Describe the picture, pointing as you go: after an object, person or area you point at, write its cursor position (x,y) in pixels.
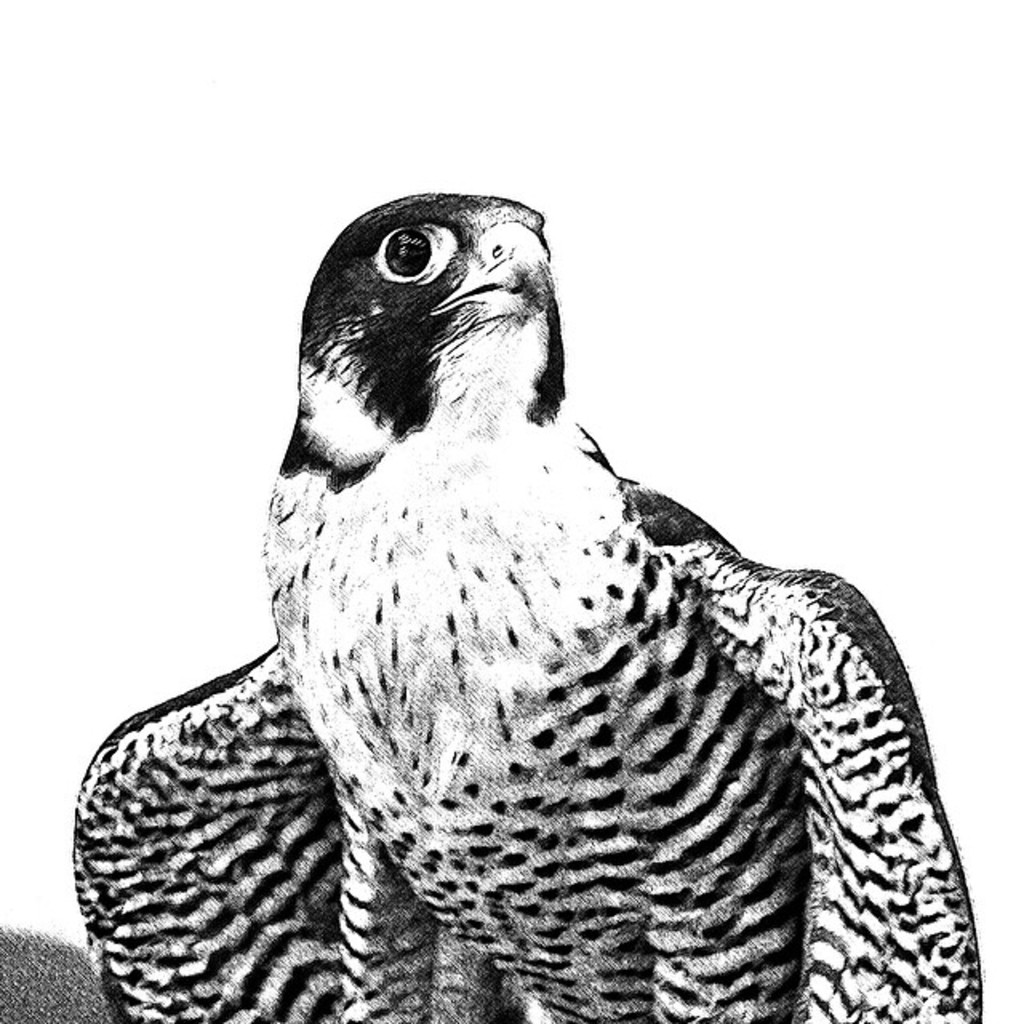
In the image there is a sketch (429,529) of a falcon (601,669) and the background (167,276) is white.
